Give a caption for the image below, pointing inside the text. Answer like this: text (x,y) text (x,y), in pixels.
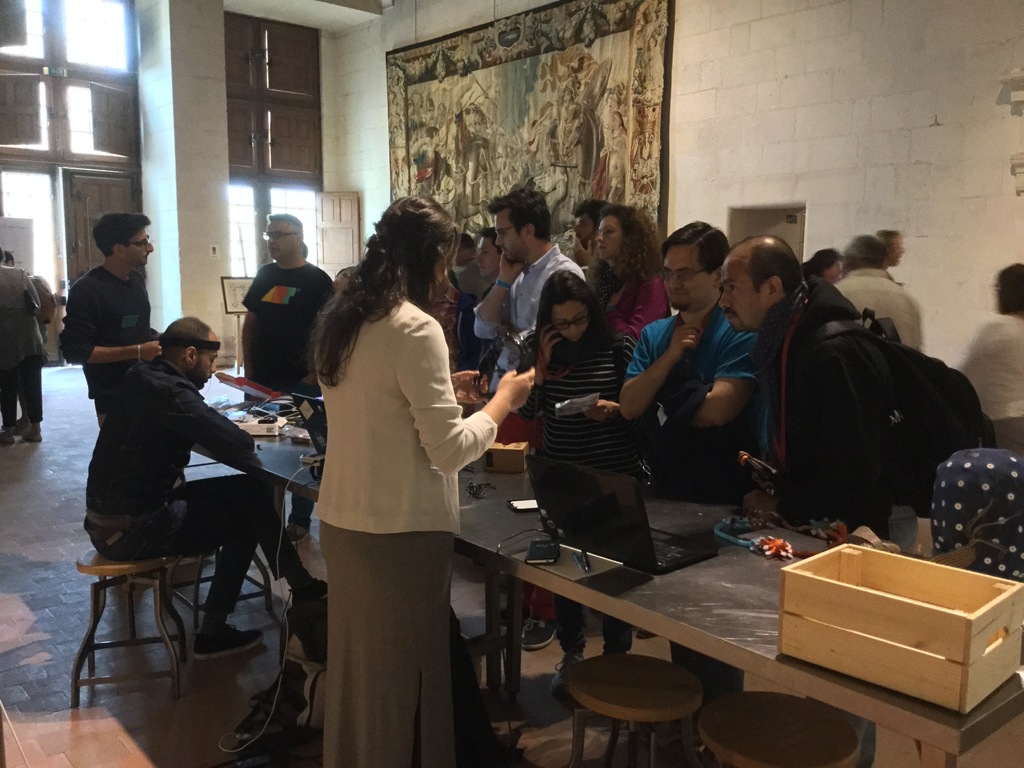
In this image we can see people (545,240) standing near the table (680,527). We can see many things (682,539) on the table (734,616). In the background (707,131) we can see wall (670,173) and windows (136,106).
